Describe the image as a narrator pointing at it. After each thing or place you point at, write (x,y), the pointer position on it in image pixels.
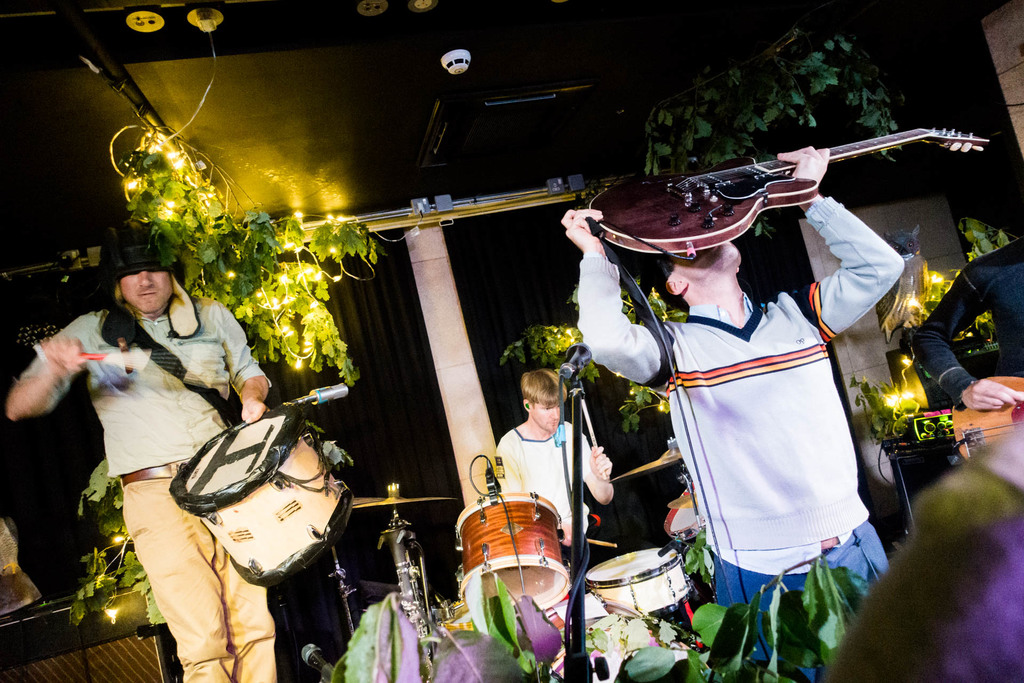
In this image I can see few persons (725,466) are standing and holding few musical instruments (280,439) in their hands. I can see few plants (796,662) which are green in color and few lights (311,306) to the plants (245,239). I can see a person (537,465) wearing white colored dress (563,475) is sitting in front of the drums (536,575). In the background (318,131) I can see the ceiling (356,124), a pillar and the black colored curtain (383,295).
